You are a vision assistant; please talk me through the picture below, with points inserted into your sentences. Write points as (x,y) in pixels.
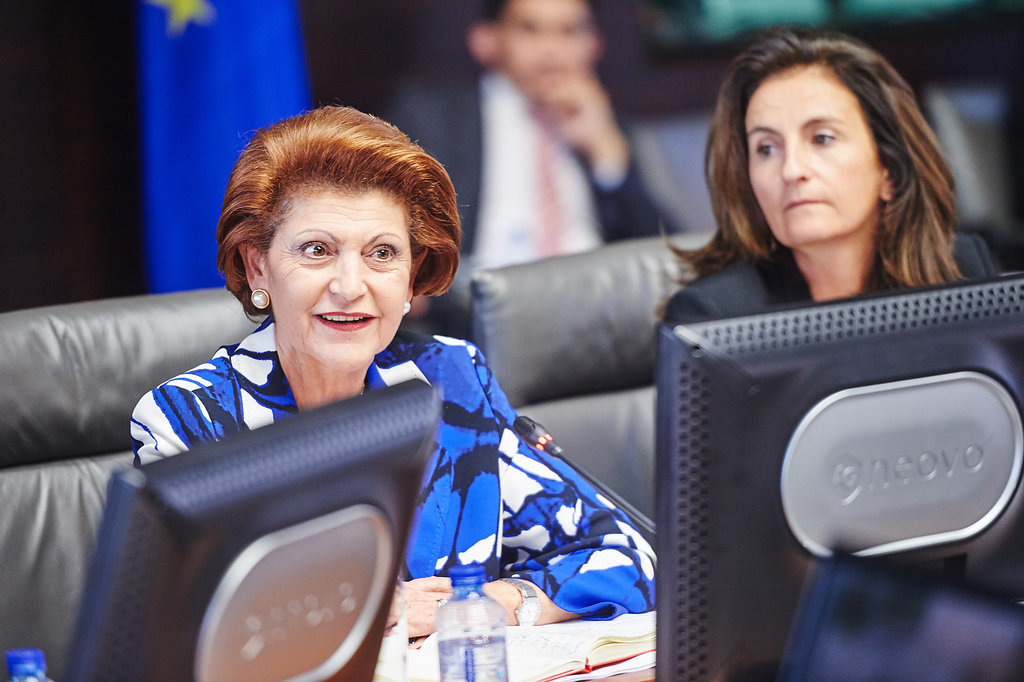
In this image I can see 2 women (529,473) sitting. There are monitors (669,461), a book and water bottles (467,614) in front of them. There is a flag (228,45) and a person (495,112) at the back (479,143).
